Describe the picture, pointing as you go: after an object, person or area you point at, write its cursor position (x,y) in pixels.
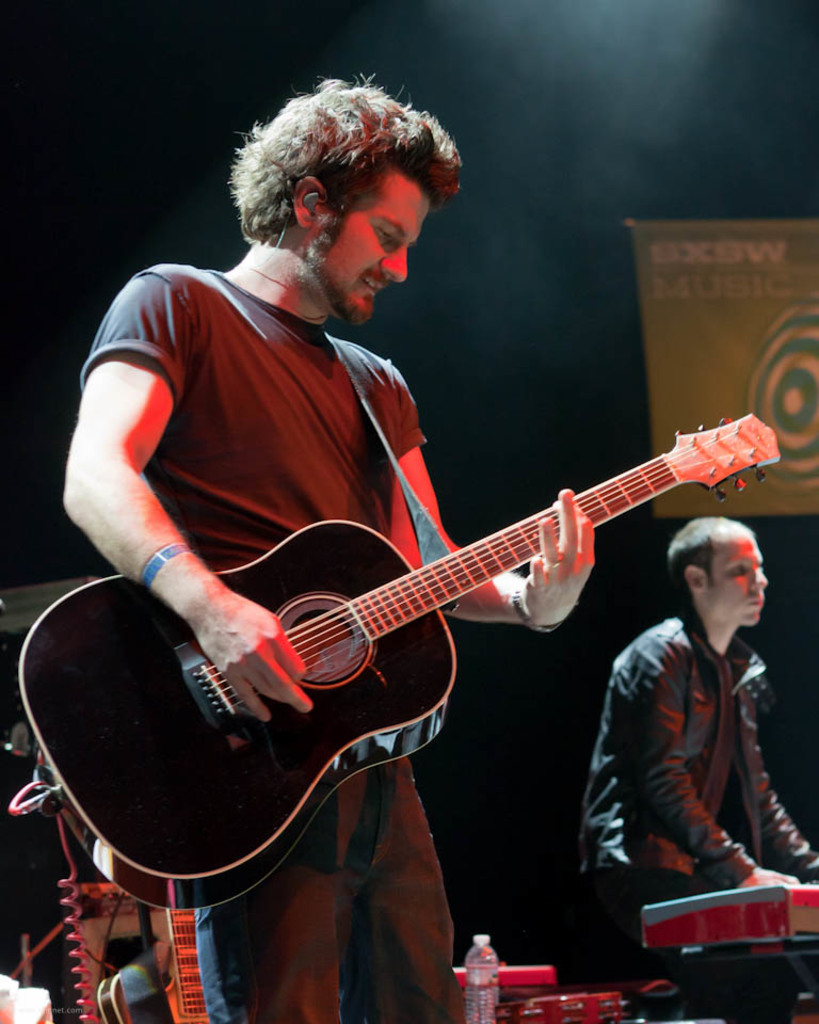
One is standing, one is sitting and they are both playing musical instruments (404,615).
